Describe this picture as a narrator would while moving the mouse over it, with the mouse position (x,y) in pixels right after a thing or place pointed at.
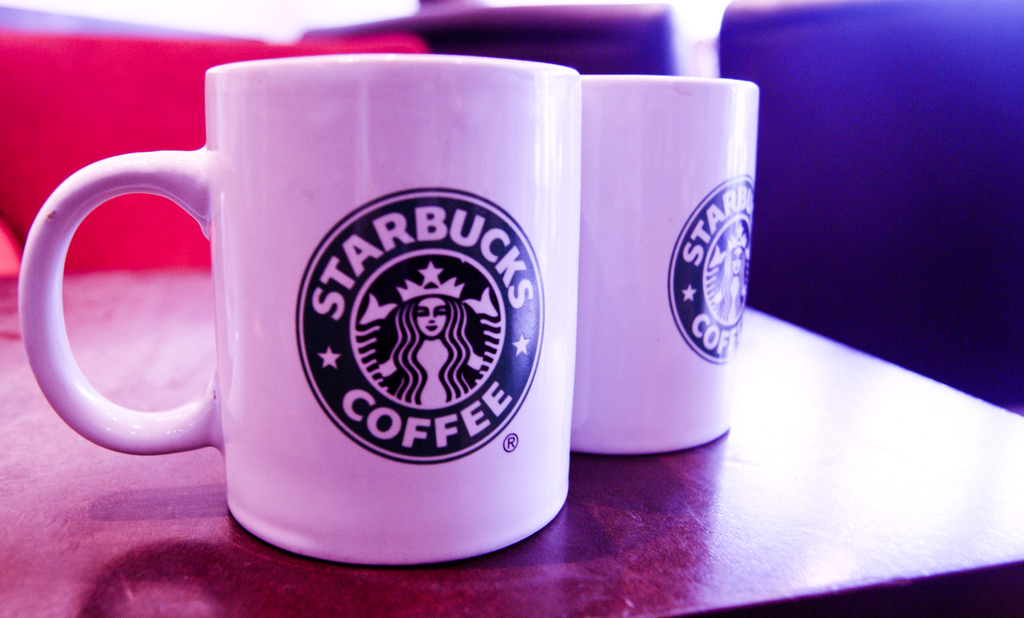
In this image I can see white color mugs (502,177) on a table (604,558). On the mugs (570,269), I can see some text (432,239). Beside the table (824,386) there are two chairs (810,260).
